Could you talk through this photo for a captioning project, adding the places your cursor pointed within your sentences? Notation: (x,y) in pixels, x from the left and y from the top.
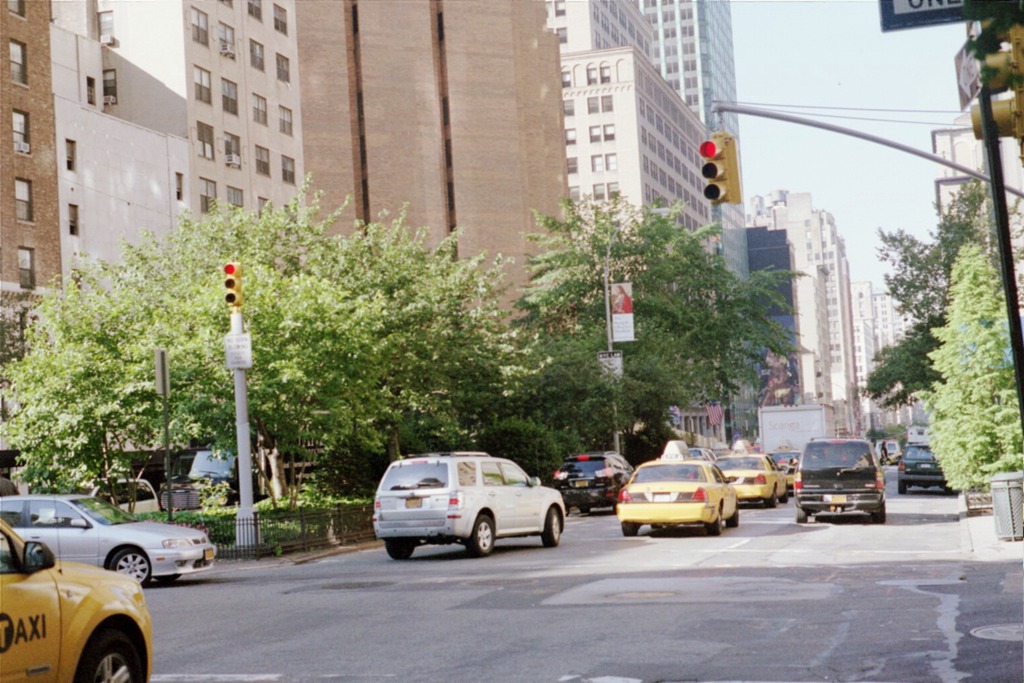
In this image these are few cars (843,500) and vehicles (854,510) are on the road (698,572). There is a dustbin (1007,527) on the pavement (984,521). Right side (985,98) there is a pole (989,127) having few boards (945,21) attached to it. Behind it there is a traffic light (1019,123). A pole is having a traffic light (711,173) attached to it. Behind there are few trees (974,413) and buildings (938,135). Left side (15,604) there is a yellow colour car (65,617). Behind the fence (232,537) there is a pole (242,323) having a traffic light (231,300) attached to it. Behind it there are few trees (293,497), plants (323,507) and vehicles (150,492). In background (76,267) there are few buildings (777,270). Top of image (826,82) there is sky (830,59).
